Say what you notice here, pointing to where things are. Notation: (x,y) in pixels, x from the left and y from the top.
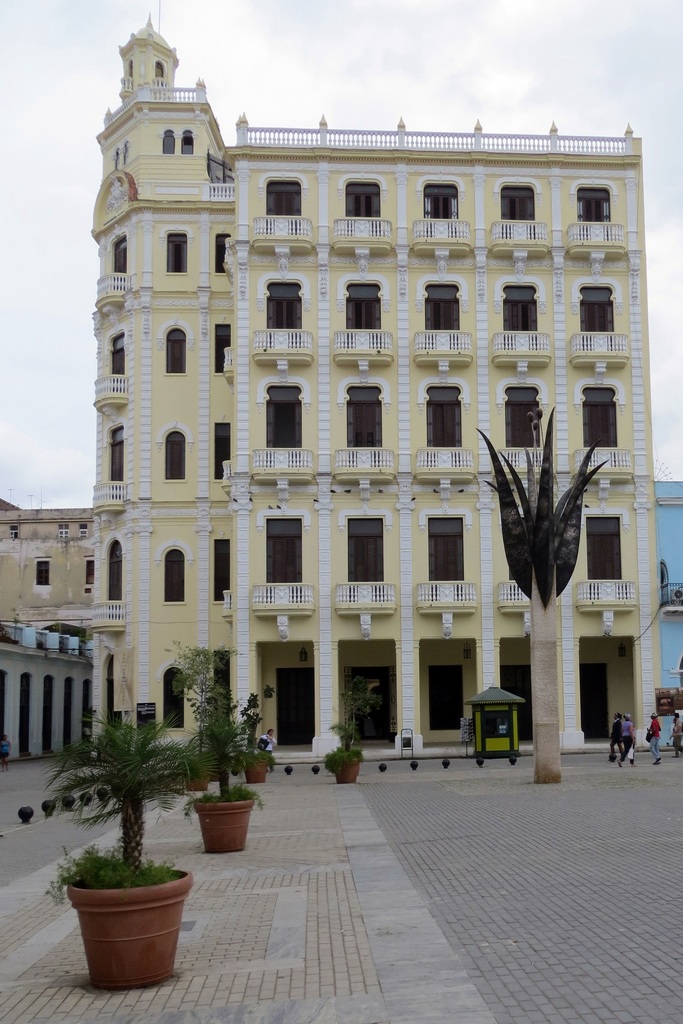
In this image I can see there is a building (233,497) and it has windows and doors (285,714), there are few plants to the left side (223,749) and there are few people (657,746) walking at right side (653,736) and the sky (404,31) is cloudy.
